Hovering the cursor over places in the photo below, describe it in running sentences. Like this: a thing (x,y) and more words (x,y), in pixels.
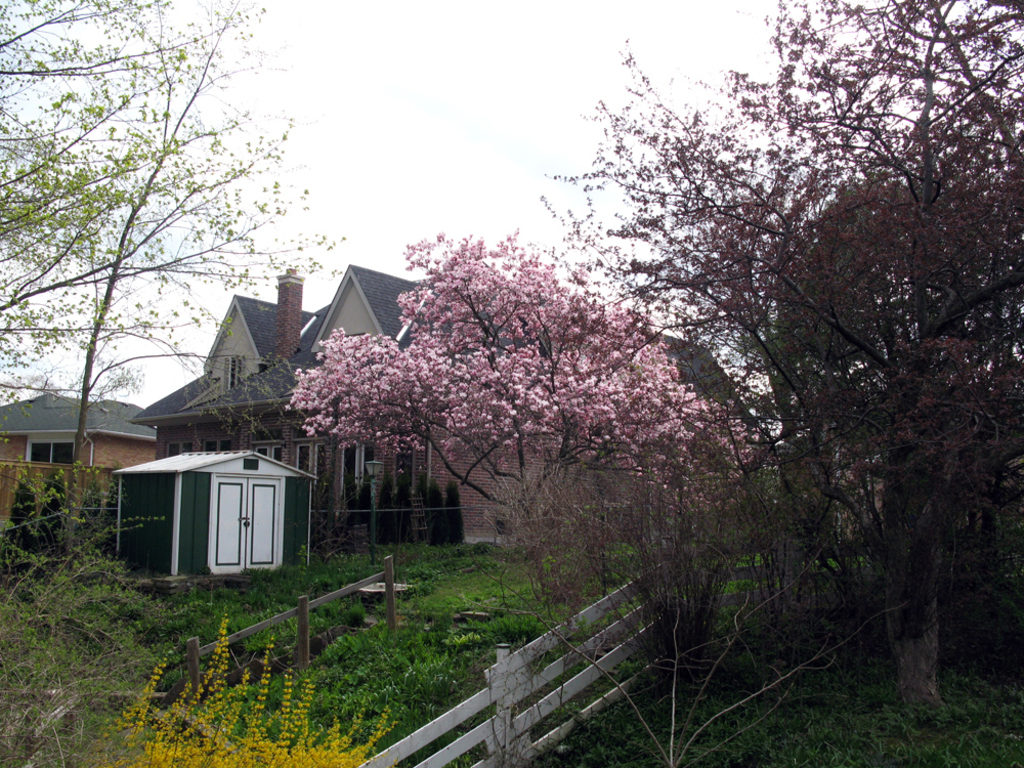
In this image I can see on the left side (96,452) there are houses (276,440). In the middle (569,409) there are trees (702,487), at the bottom (564,727) it looks like a wooden fence (505,707). At the top (511,104) it is the cloudy sky (511,104).
